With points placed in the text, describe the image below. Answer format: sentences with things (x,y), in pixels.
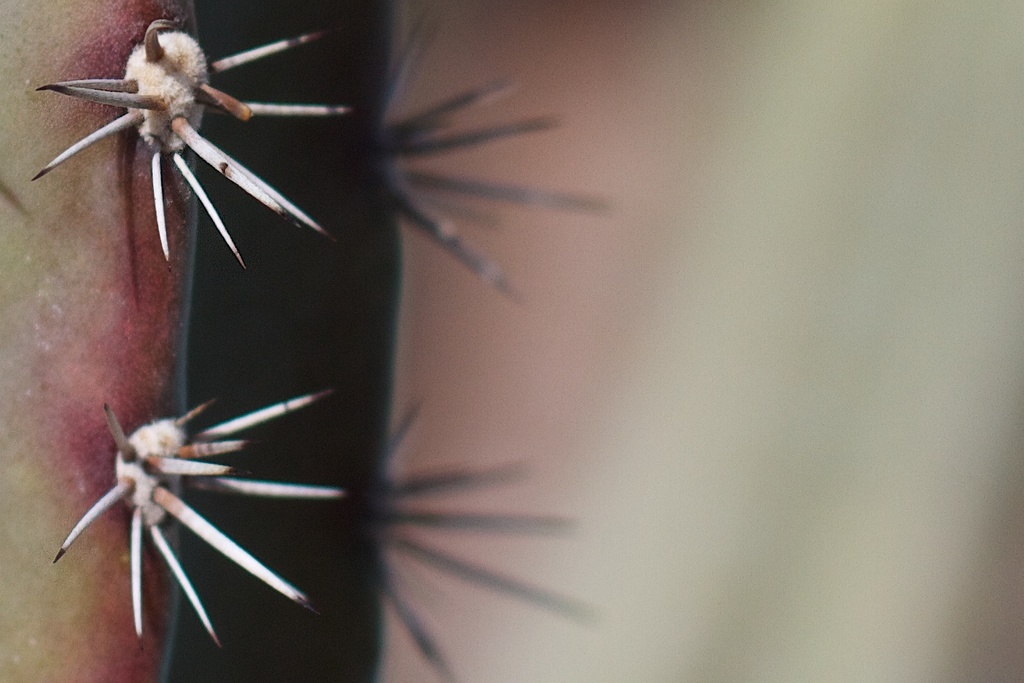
Here in this picture we can see some desert plant (92,377) that is covered with thorns (103,80) around it over there.
